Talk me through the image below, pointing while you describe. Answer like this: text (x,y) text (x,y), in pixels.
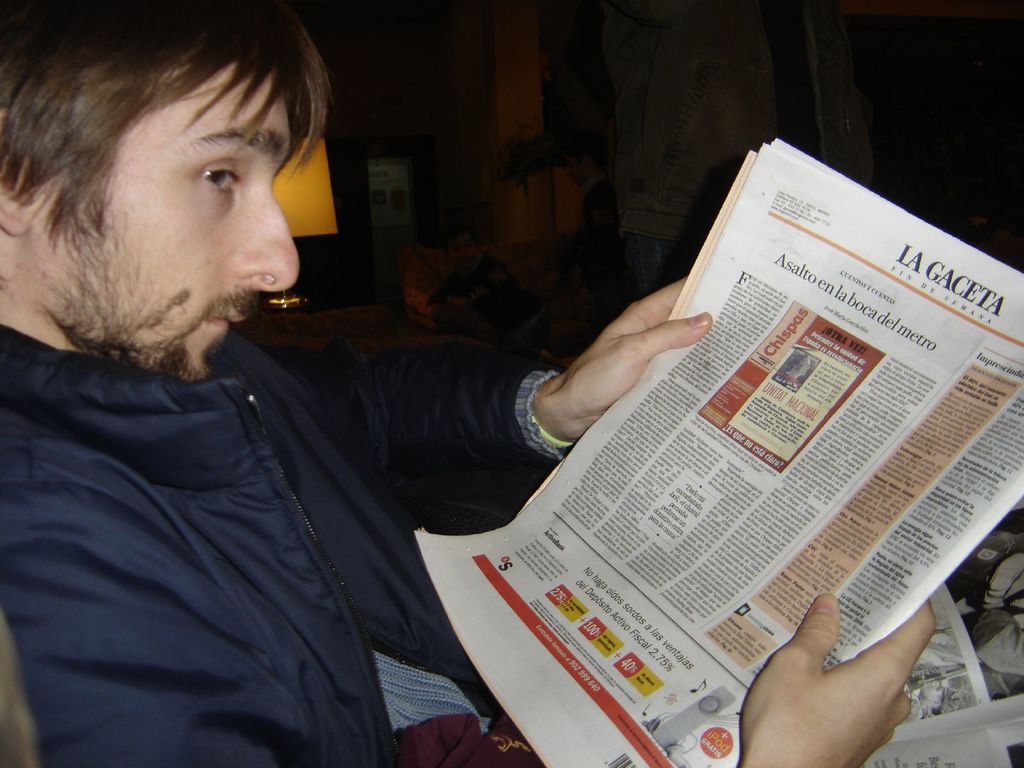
In this image, we can see a man (333,480) sitting and holding newspaper (622,506) in his hands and in the background (327,201) there is a light (328,226).
